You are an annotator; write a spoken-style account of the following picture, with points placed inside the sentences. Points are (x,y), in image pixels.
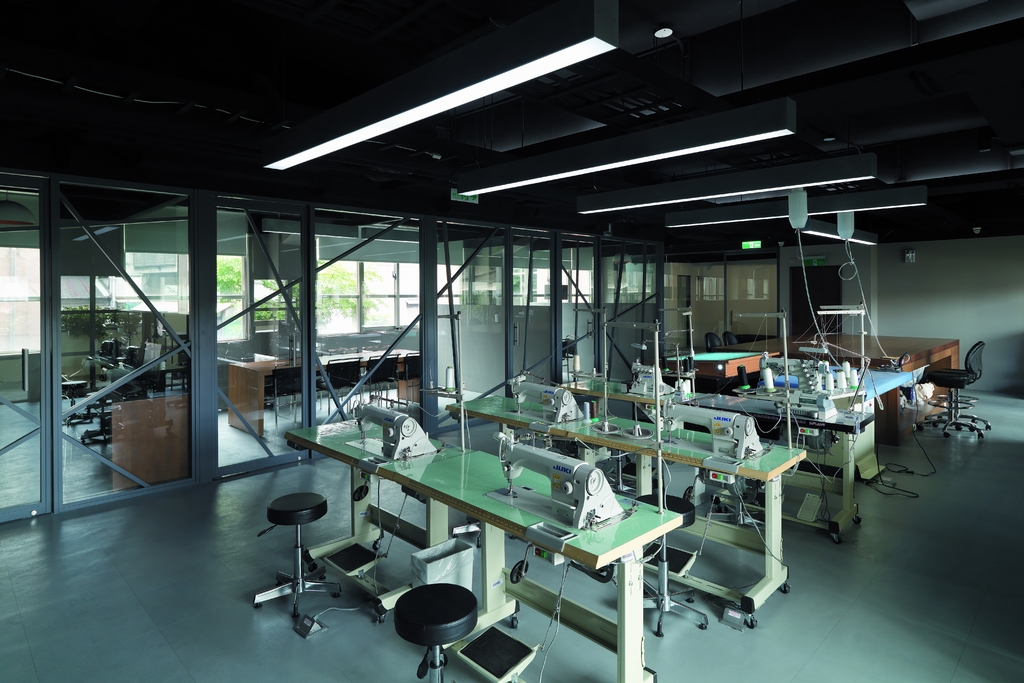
In this picture we can see tables (639,396) and on table (447,487) we have sewing machines (512,485) and aside to this table (428,496) we have chairs (395,614) and this all are placed on a floor (852,528) and at top (724,144) we can see lights (684,155) attached to the roof (556,197) and on left side (287,318) we can see glasses (251,283) from glasses (334,295) we can see trees (345,282).
